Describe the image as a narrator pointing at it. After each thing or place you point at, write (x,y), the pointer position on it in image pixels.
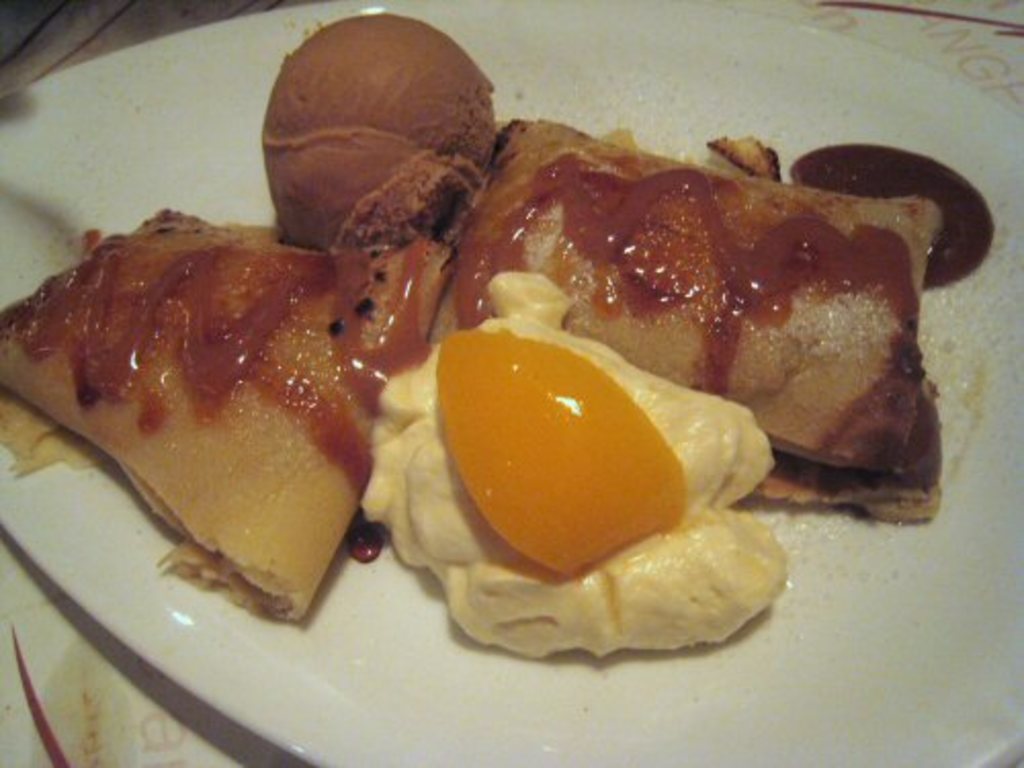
This is a zoomed in picture. In the foreground (139,94) there is a white color plate (125,599) containing some food items (550,362).
